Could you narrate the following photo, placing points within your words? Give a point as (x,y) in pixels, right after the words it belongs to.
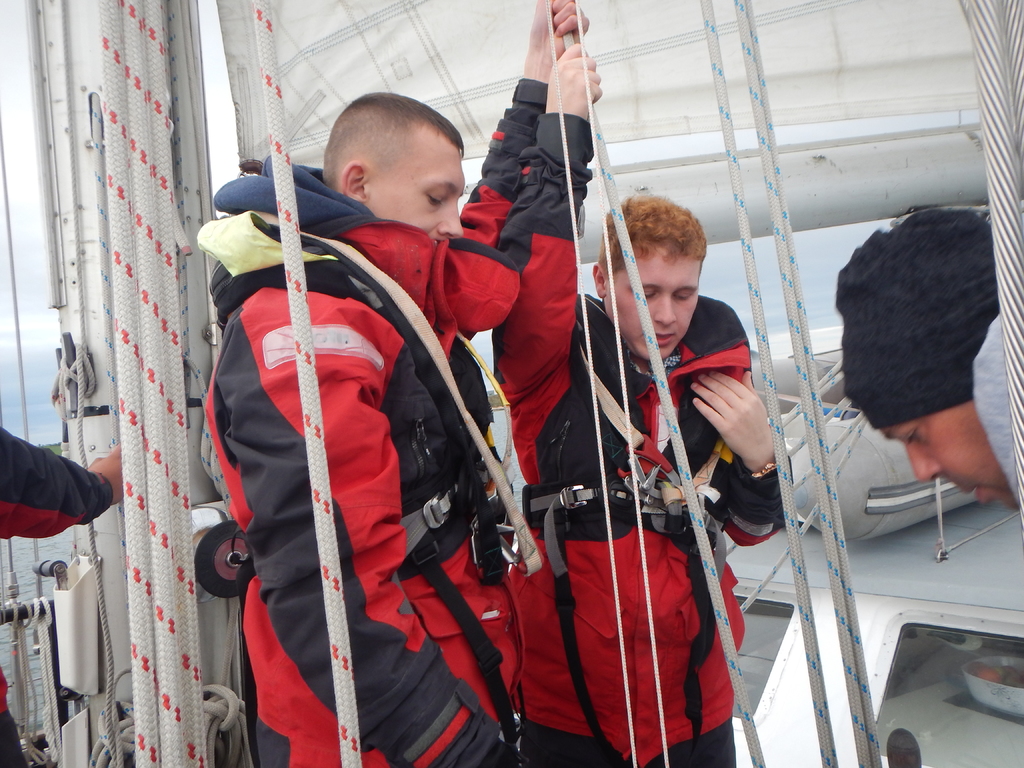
In the foreground of this image (488,554), there are three people (666,370) and it seems like they are on a ship (241,723) where we can see few ropes (137,206), a cloth (819,50), a hand (107,473) on the left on a mast (96,241). In the background (51,407), there is water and the sky (22,233).
